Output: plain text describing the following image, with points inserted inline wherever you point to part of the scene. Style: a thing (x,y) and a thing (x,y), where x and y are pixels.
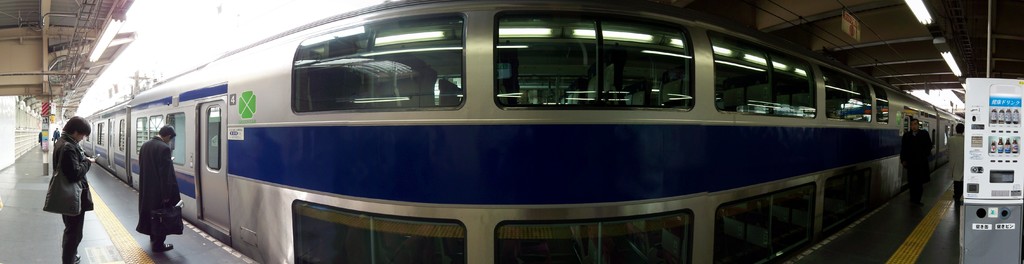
In this image I can see the train (440,95). To the side of the train (370,139) I can see few people (72,214) with different color dresses (167,157) standing on the platform (94,176). To the right (1001,173) I can see the machine (988,171). I can also see the lights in the top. In the background (181,30) there is a sky (164,49).
